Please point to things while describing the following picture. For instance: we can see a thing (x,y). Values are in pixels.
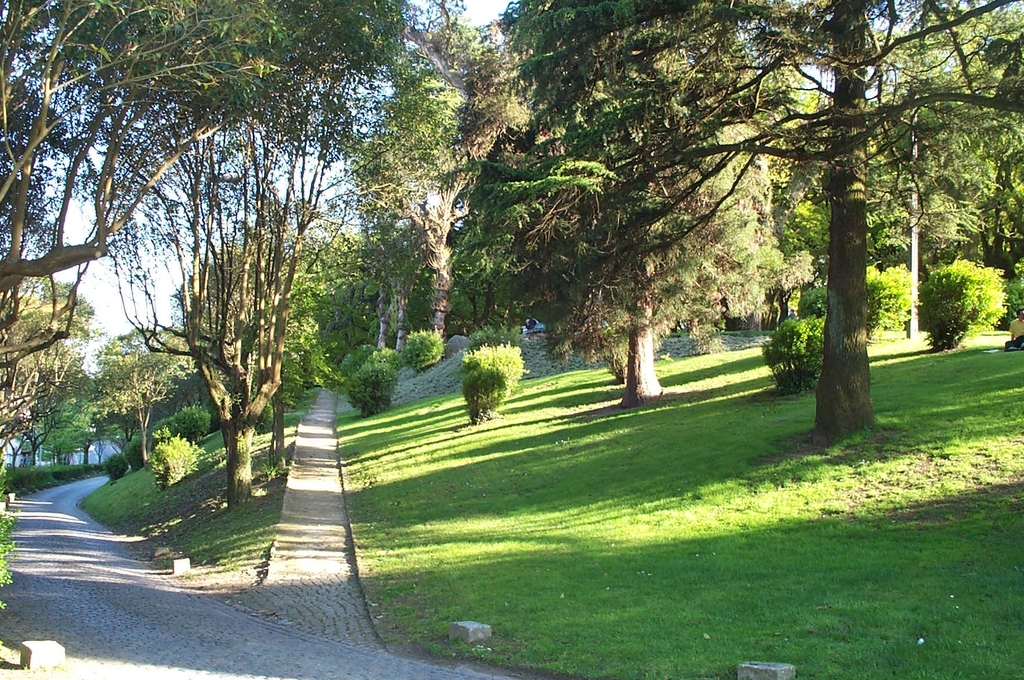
In this image I can see trees (572,106) in green color and sky (168,306) in white color.
